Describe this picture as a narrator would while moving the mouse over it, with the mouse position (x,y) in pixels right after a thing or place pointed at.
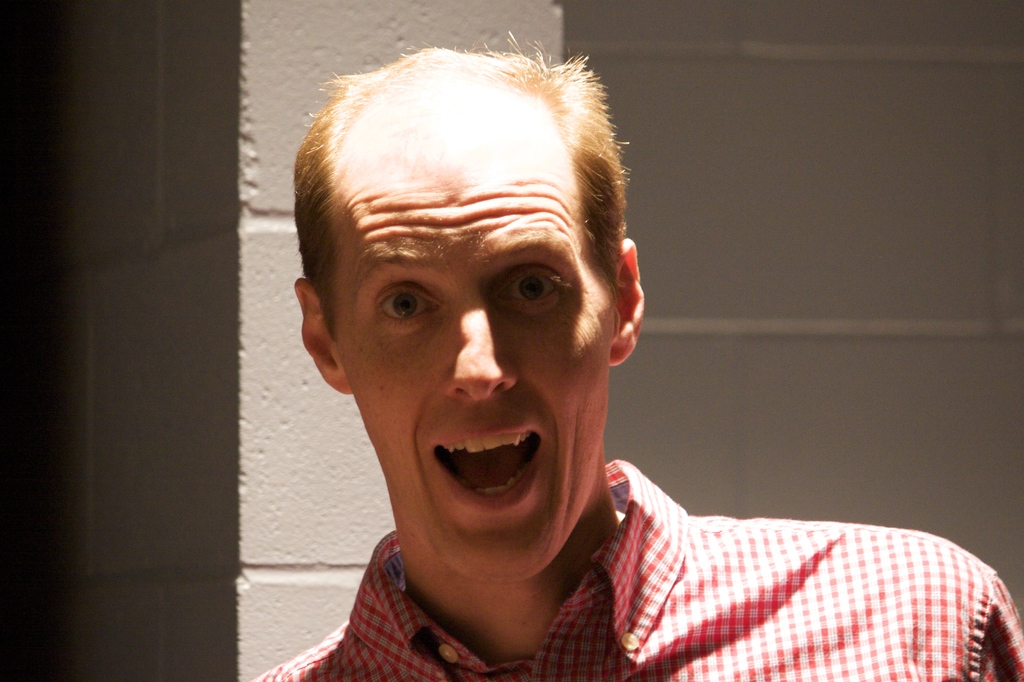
In the center of the image (630,342) there is a person (498,123). In the background of the image (378,49) there is a wall (992,314).
